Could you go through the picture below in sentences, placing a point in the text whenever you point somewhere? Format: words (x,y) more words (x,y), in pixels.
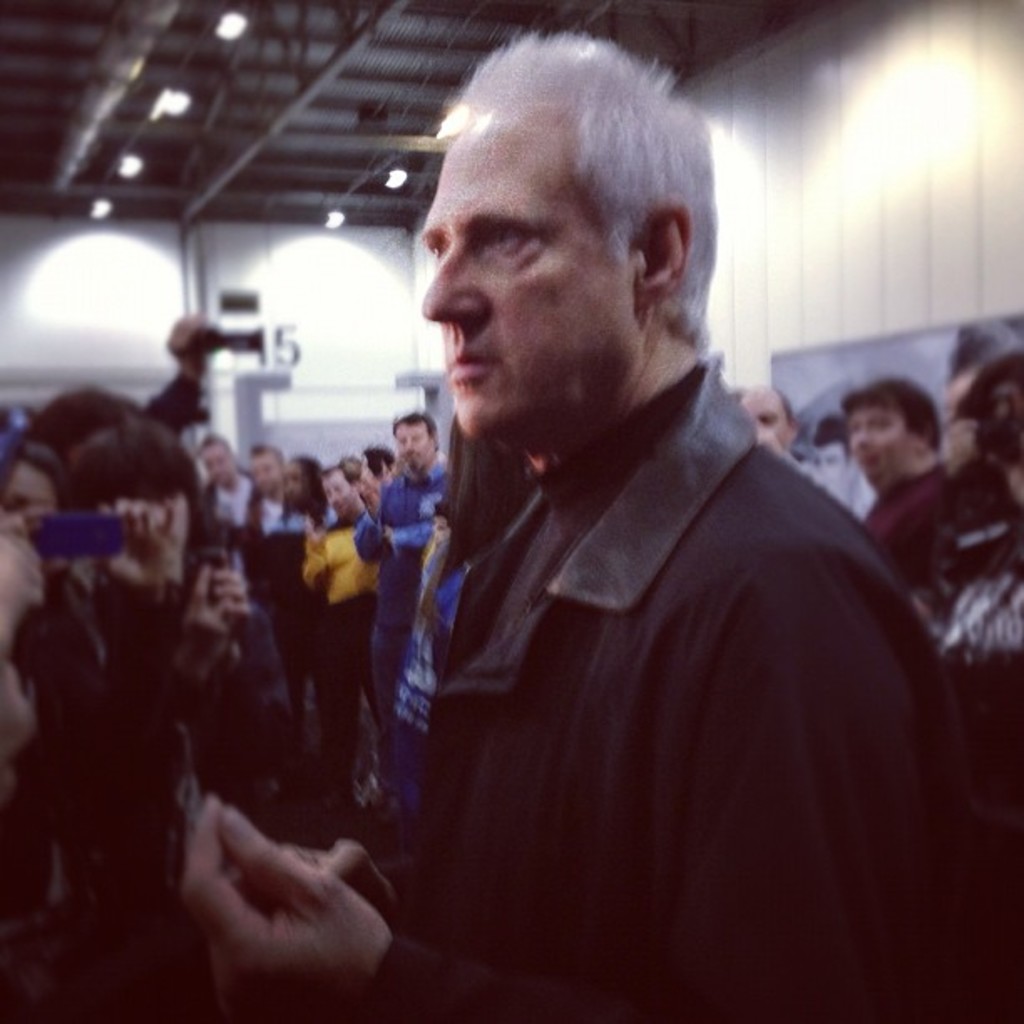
This picture is taken inside the room (152,281). In this image, in the middle (454,374), we can see a man (700,358) wearing a black color shirt (866,826). In the background (314,649), we can see a group of people (263,480) and few people (130,541) are holding camera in their hand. In the background (223,239), we can also see a white color wall (311,272). At the top (367,194), we can see a roof (200,56) with few lights (175,112).
